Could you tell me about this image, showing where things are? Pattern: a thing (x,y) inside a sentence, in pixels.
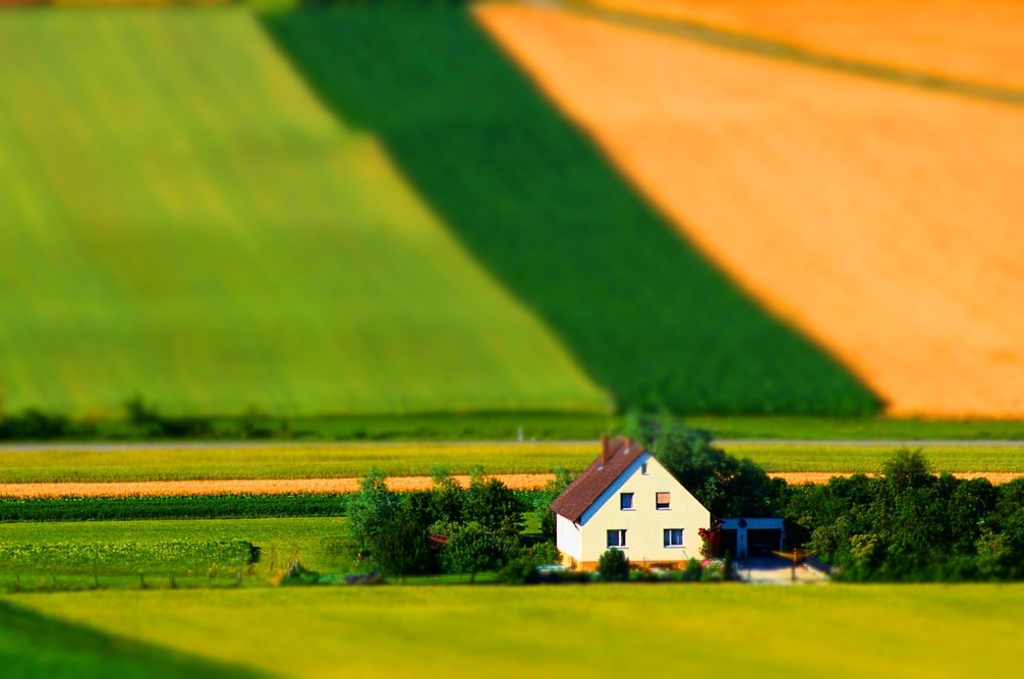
In this picture we can see small shed house (661,554) in the middle of the image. Beside there are some trees (480,536). Behind we can see the farm (380,460).
